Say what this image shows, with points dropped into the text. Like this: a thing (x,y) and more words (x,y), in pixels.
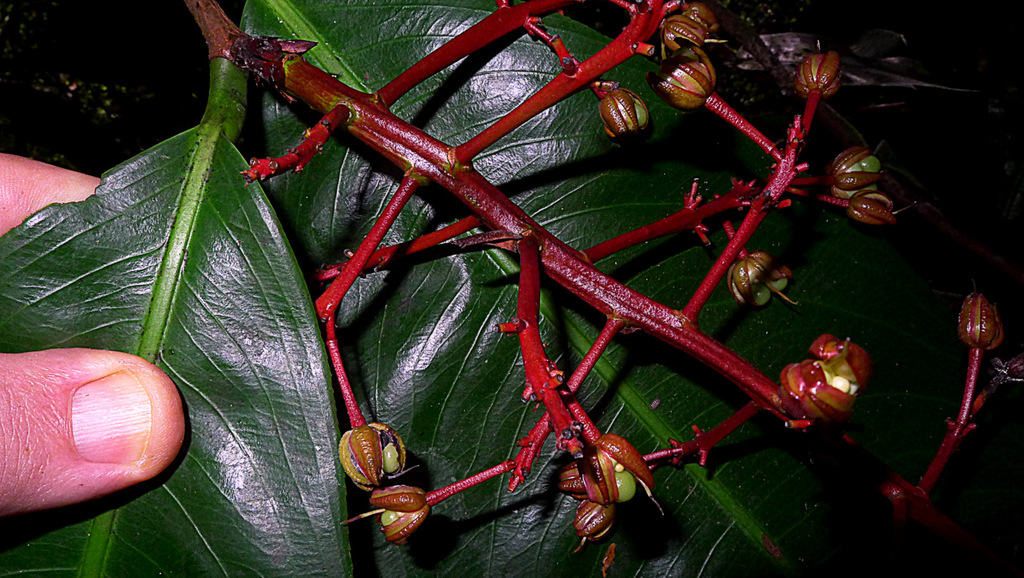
In this image I can see a flowering portion (566,53) of a plant (710,436) with some capsule like buds (599,478) with seeds (632,496) inside and some leaves (274,318).
